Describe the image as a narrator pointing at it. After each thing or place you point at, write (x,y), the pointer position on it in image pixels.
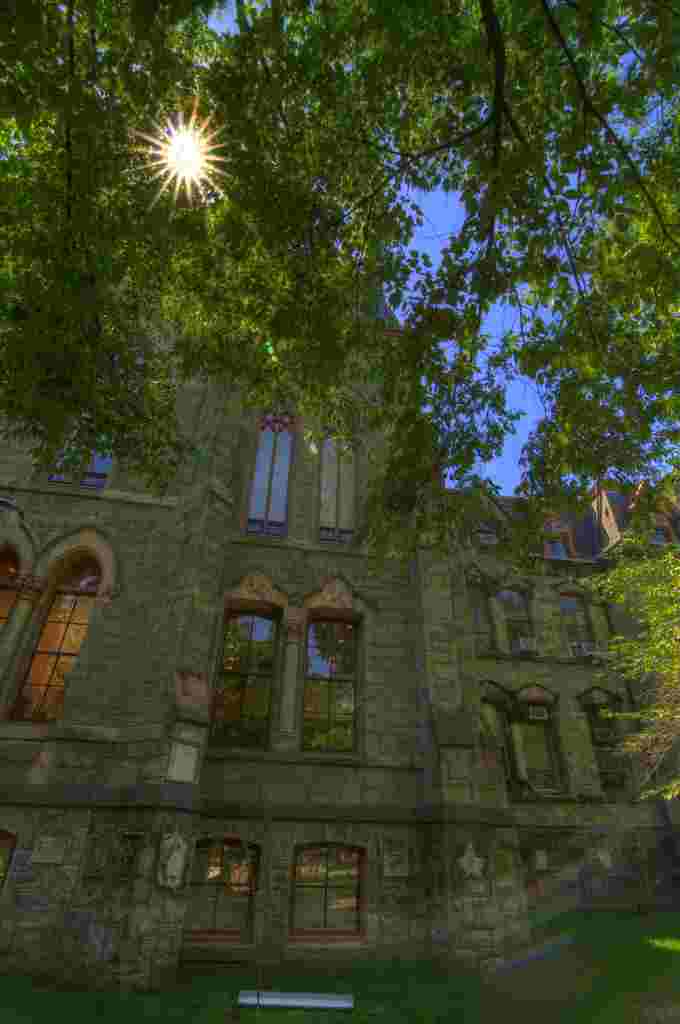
This picture might be taken from outside of the city. In this image, we can see a building (333,664), glass window (339,875). At the top (503,315), we can see a sky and a light (197,131), at the bottom (634,959), we can also see a grass (593,959).
